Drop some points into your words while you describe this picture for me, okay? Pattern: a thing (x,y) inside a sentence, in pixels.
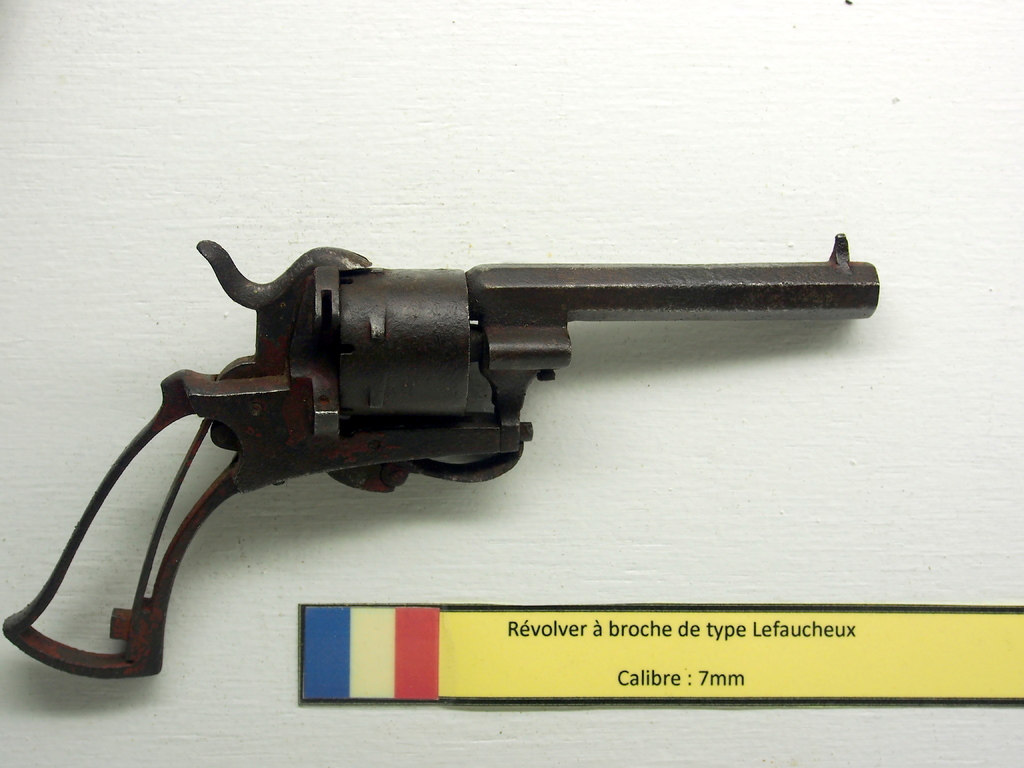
In this picture I can see a gun (376,442) and a board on an object (583,391).
